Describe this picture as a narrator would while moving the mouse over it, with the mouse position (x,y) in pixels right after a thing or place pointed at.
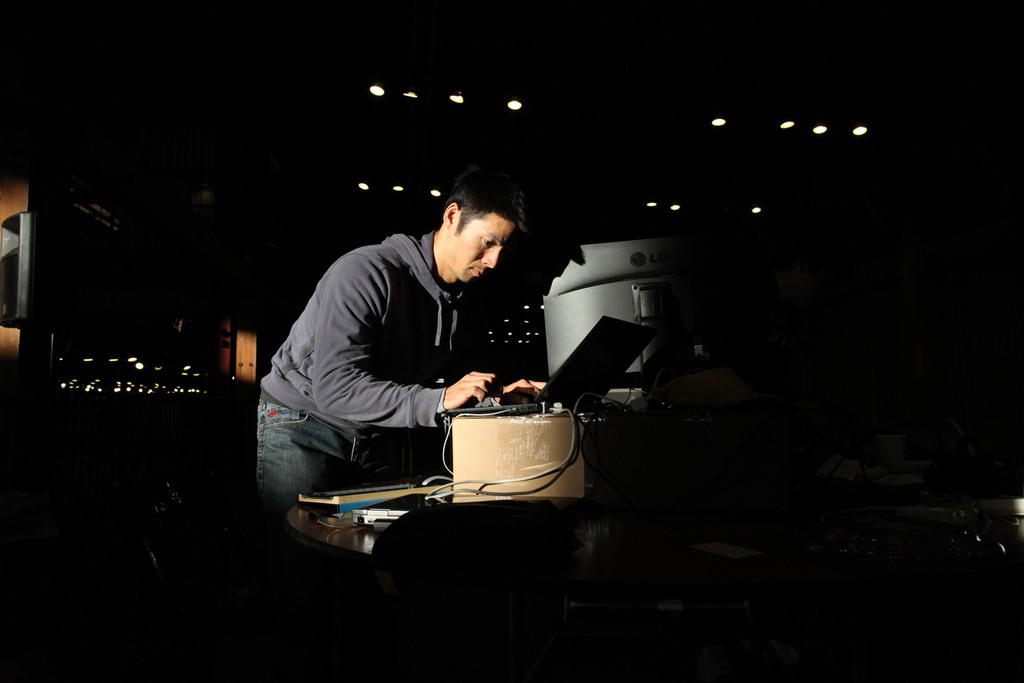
At the bottom of the image (467,461) we can see a table (793,528), on the table (782,540) we can see some wires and laptop (536,400). Behind the table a person (497,231) is standing. Behind him we can see some lights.
